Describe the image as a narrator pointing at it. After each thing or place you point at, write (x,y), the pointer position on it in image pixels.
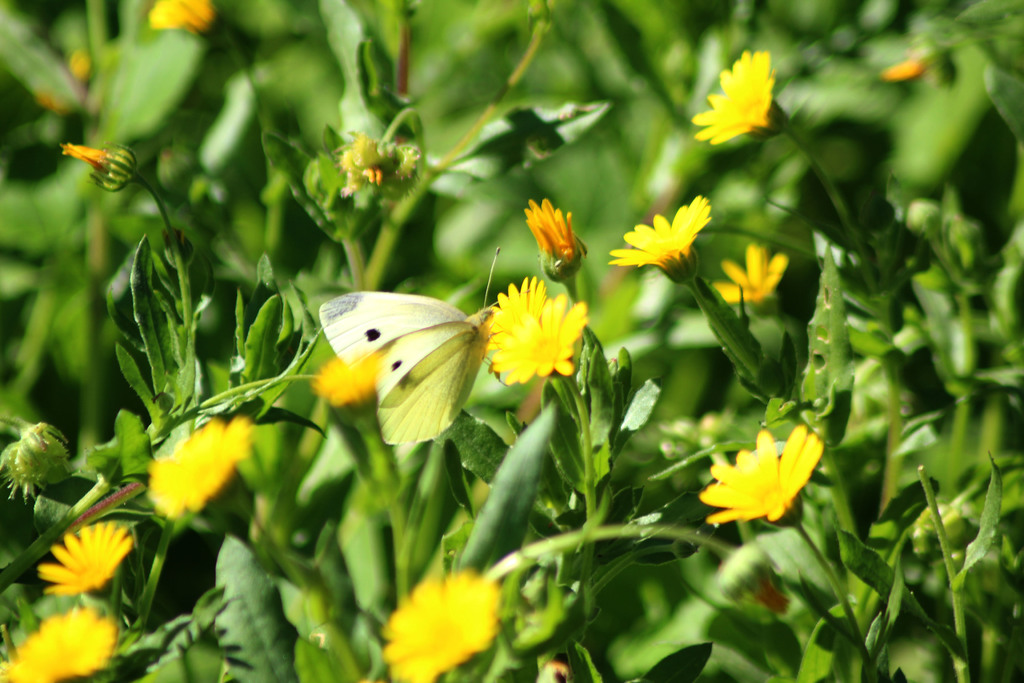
In the center of the image (466,370) we can see a butterfly (472,346) on the flower (551,346). We can also see a group of plants (207,388) with flowers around it.
